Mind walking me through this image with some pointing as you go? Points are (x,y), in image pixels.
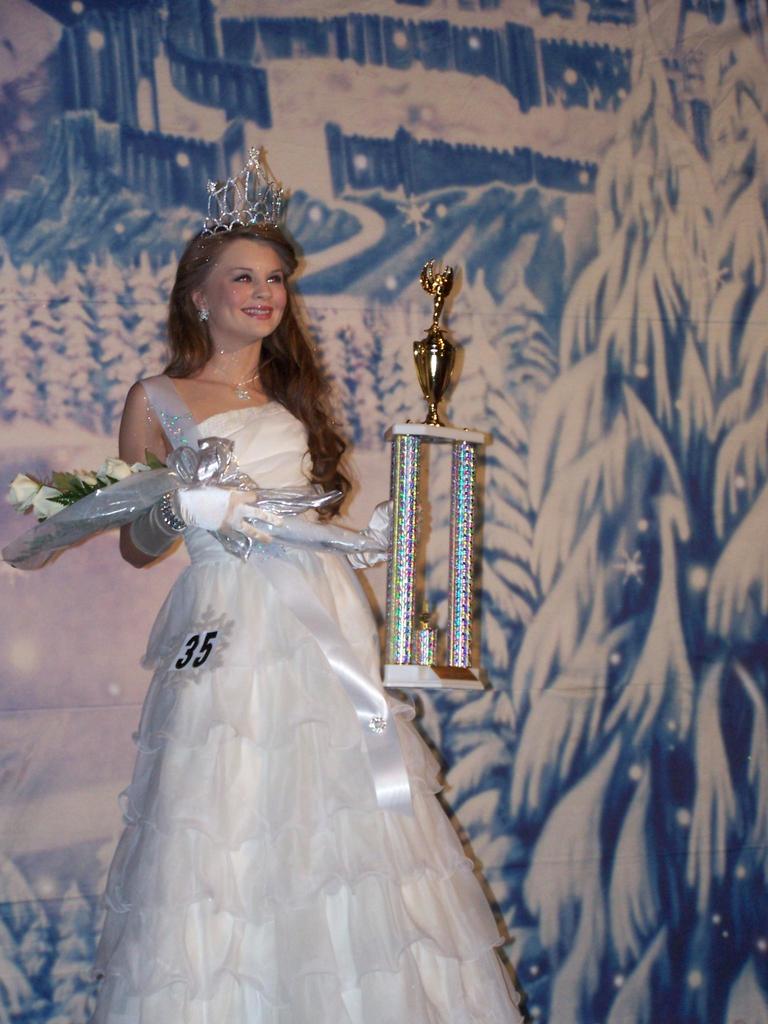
In this image I can see a woman (277,759) wearing white and cream colored dress (317,705) is standing and holding a flower bouquet (214,462) and an award (436,322) in her hand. In the background (440,164) I can see a banner (568,190) which is white and blue in color. I can see a crown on her head (269,236).
